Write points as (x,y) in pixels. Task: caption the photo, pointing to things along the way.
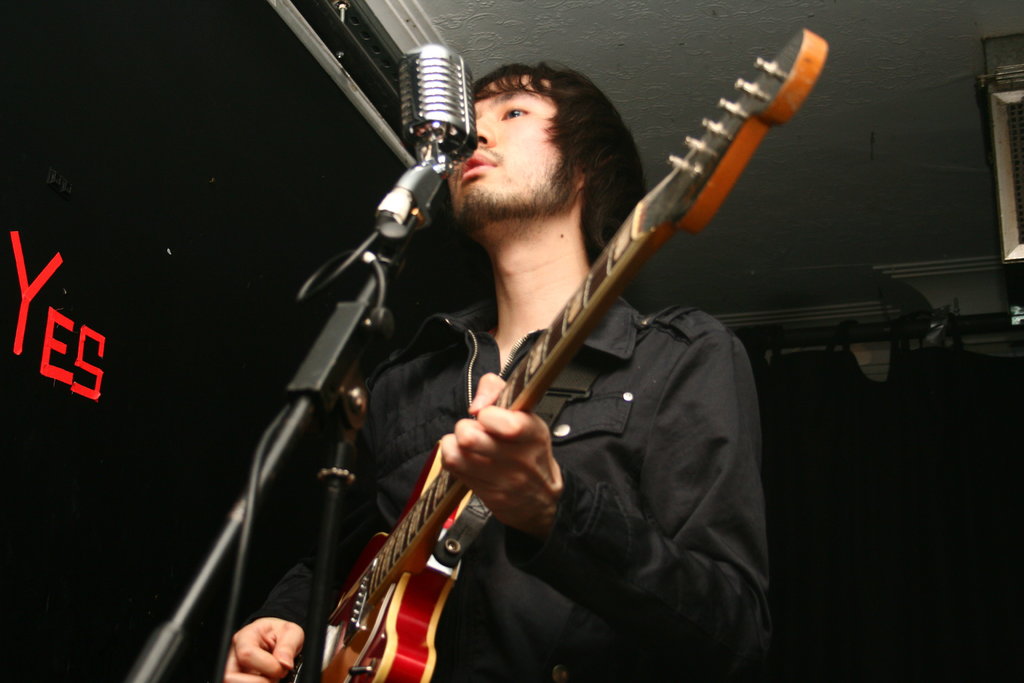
In the image there is a man (569,201) in black jacket (575,473) playing guitar (369,639) and singing on mic (470,90), on either side of him there is black curtain (938,671) hanging from the ceiling (568,1).
